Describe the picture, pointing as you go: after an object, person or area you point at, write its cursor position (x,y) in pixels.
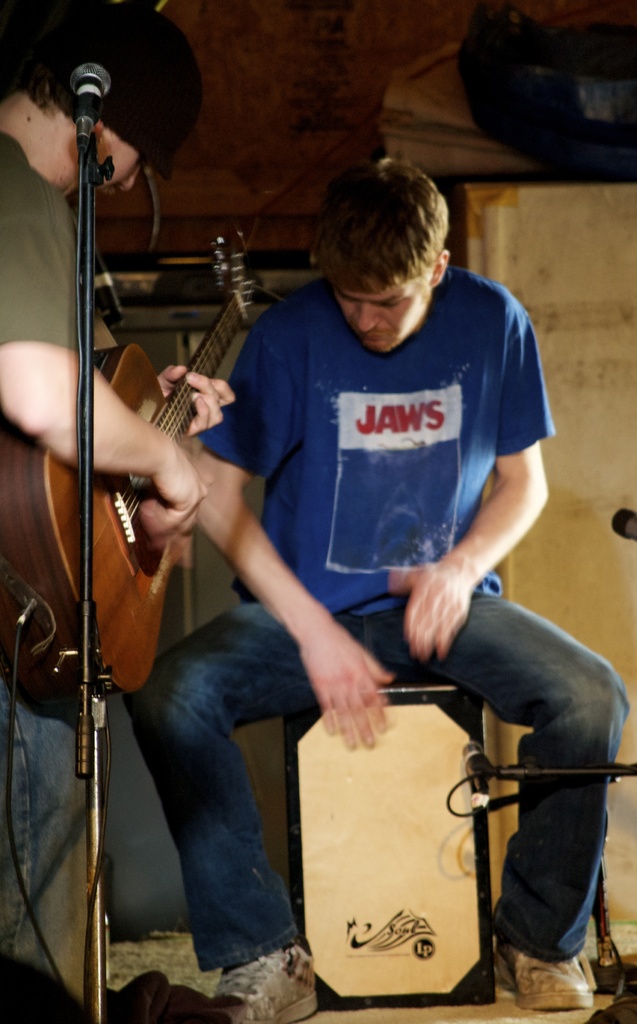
In this picture we can see a man (260,561) sitting and tapping on a board (380,802). We can see a man (179,475) standing in front of a mike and playing guitar (131,645). On the background (423,139) we can see cupboard (585,338) and bags (423,139) on it.
